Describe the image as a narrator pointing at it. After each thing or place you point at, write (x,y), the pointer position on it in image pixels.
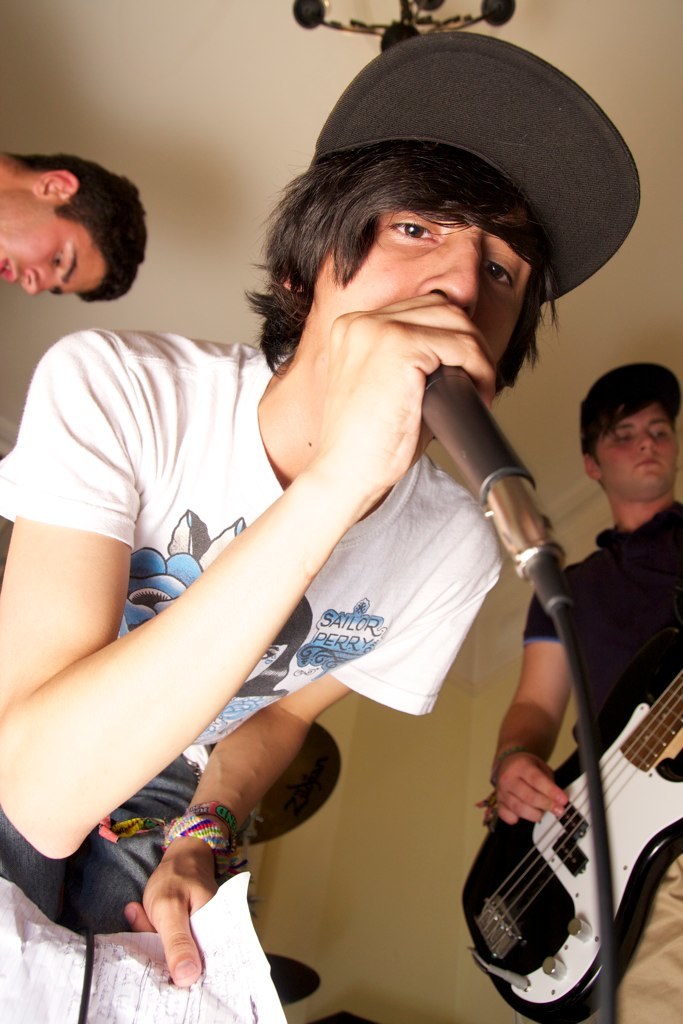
In the image there is a boy (441,168) wearing cap (568,111) singing on mic (427,395) and beside him there is a guy (649,606) playing guitar (585,855).
